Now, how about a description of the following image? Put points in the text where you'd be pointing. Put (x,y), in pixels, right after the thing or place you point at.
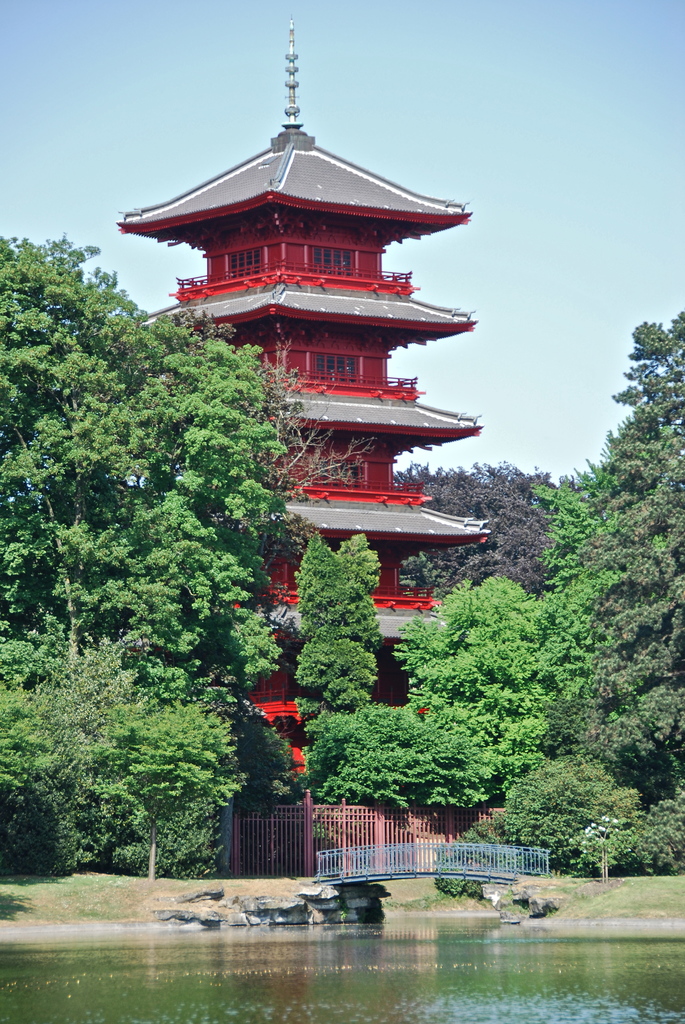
In this image there is the sky (116,100), there is the building (285,235), there are trees (239,594), there are trees (653,626) truncated towards the right of the image (611,480), there are trees (116,515) truncated towards the left of the image (22,527), there is a river (354,982) truncated towards the bottom of the image (417,990), there is a fencing (357,825), there is the grass (621,891).
